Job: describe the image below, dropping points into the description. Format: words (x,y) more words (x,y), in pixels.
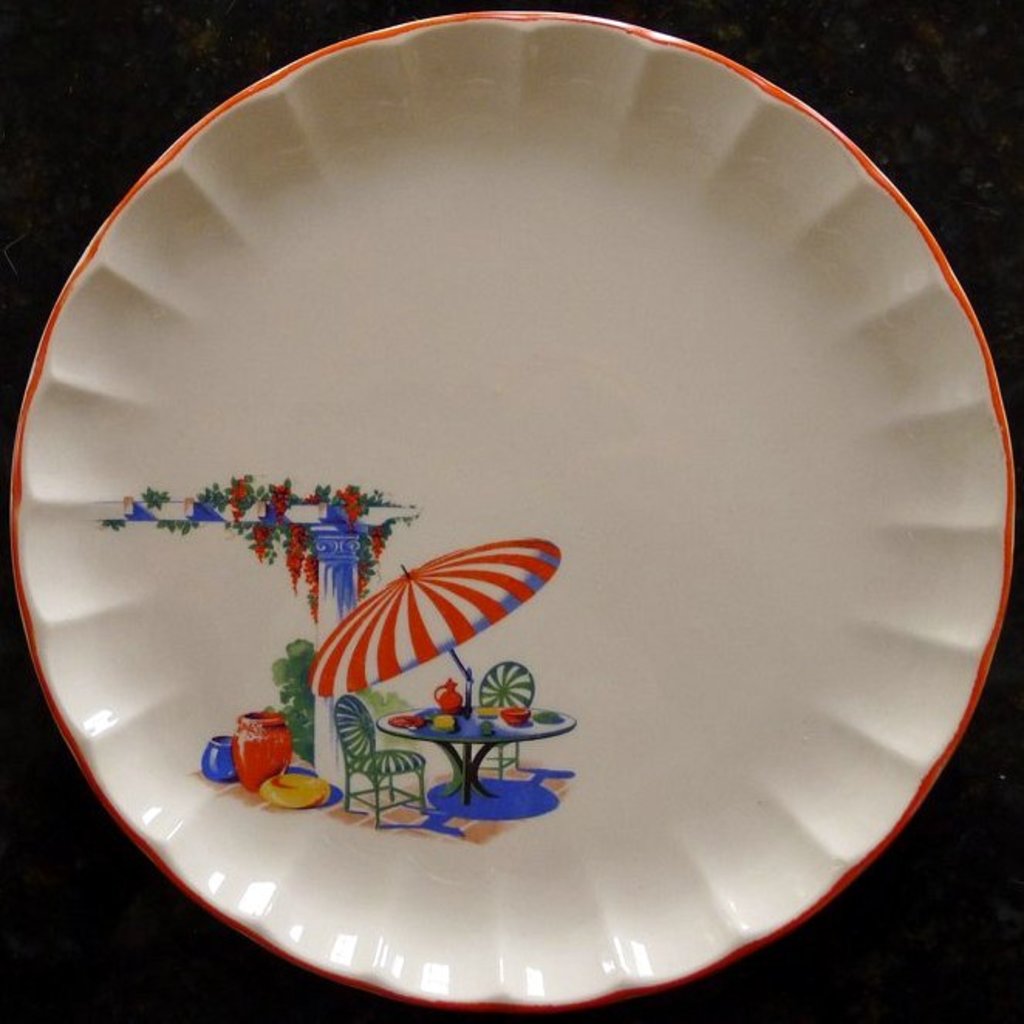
In this picture we can see a plate (315,239) with a painting (467,719) of a table (421,728), chairs (365,725), umbrella (366,615), plants (303,736), pots (221,749) on it and in the background (984,122) it is dark.
